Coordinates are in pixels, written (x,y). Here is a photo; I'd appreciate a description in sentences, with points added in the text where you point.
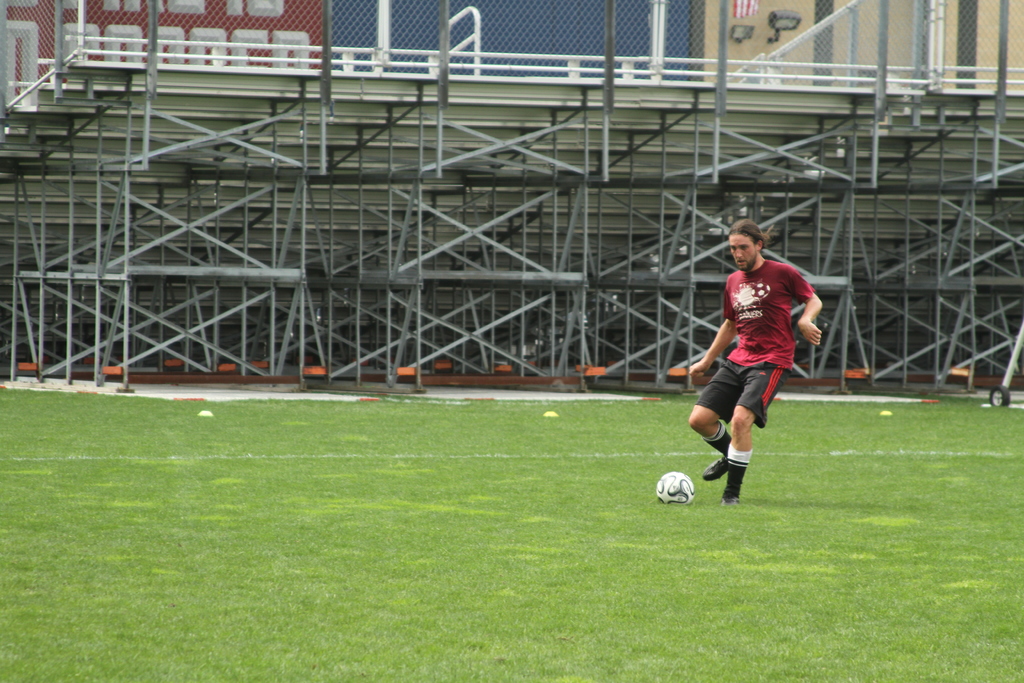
In this picture we can see a person (767,385), a ball (660,486) and some grass (335,460) on the ground (297,446). We can see a few rods (295,202), a mesh (493,71), some text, other objects (137,123) and walls (840,37) are visible in the background (861,34).
